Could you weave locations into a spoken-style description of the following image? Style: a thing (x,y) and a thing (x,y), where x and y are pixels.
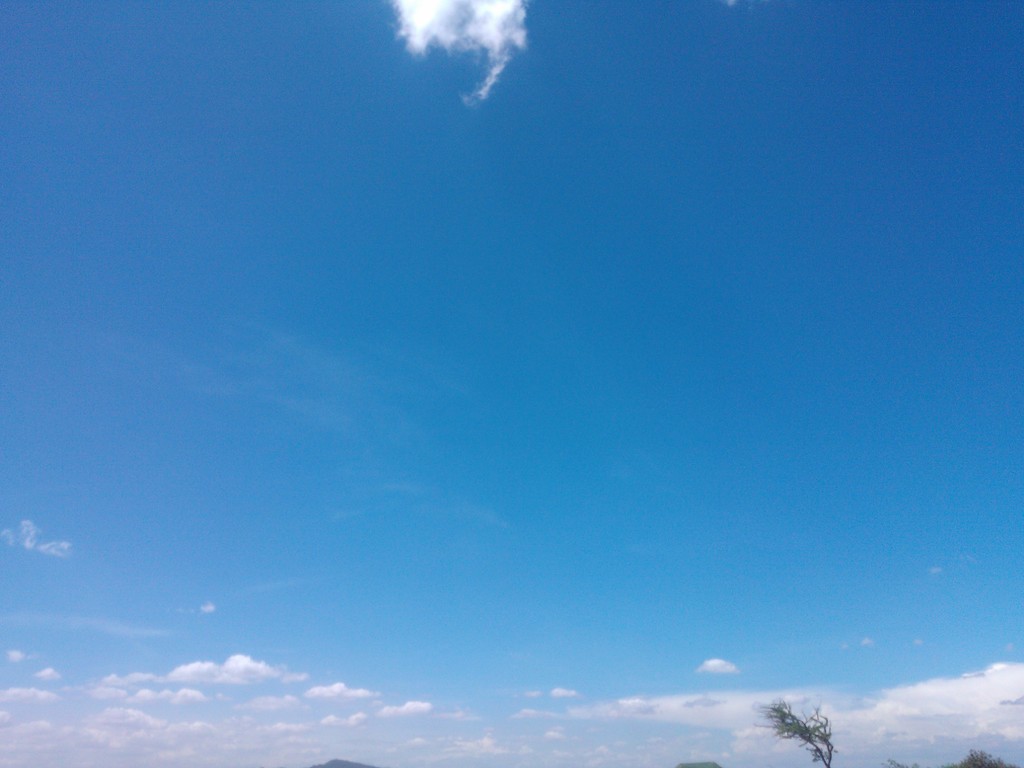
In this image I can see few trees (1004,766) in green color. In the background (448,241) the sky (343,324) is in blue and white color.
